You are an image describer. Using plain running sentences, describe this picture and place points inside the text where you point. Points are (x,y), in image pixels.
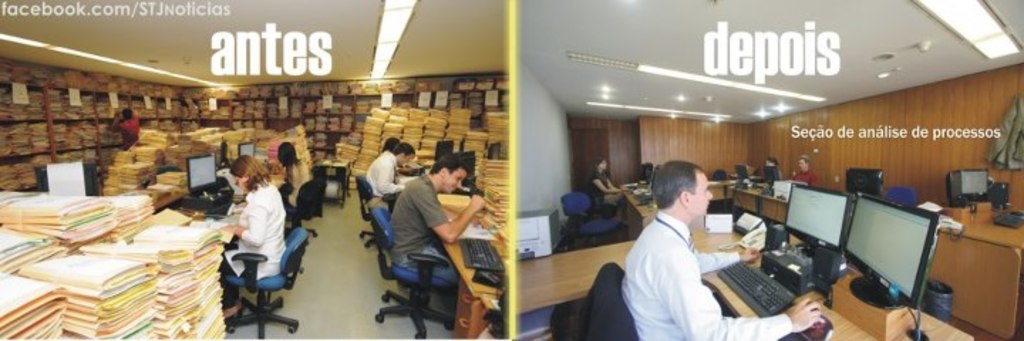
Here we can see some persons (459,169) are sitting on the chairs (600,338). These are the tables (534,292). On the table (477,288) there are monitors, keyboard (490,262), and mouse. This is floor (338,304). There is a rack (48,148) and these are books (153,233). Here we can see lights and this is wall (544,146).
